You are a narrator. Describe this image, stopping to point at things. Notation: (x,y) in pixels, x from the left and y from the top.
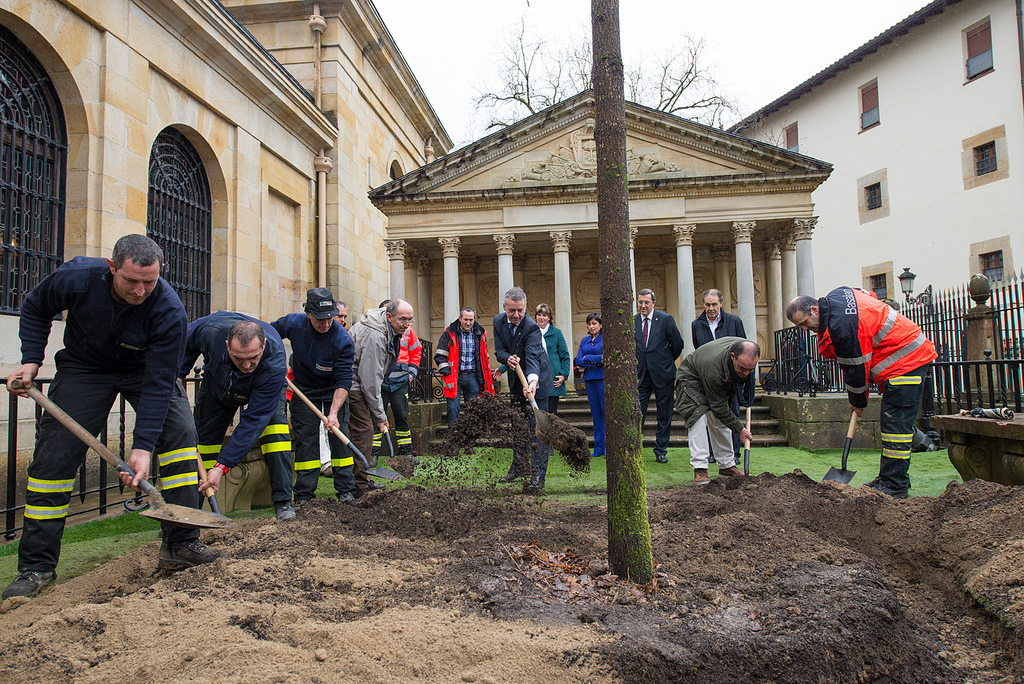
In this image few people (745,363) are closing the digged out (892,563), in the back ground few people (651,327) are watching them and there is building (543,265) in the middle (480,233), in the left side (326,205) and right side (840,119) there are buildings (814,149).
